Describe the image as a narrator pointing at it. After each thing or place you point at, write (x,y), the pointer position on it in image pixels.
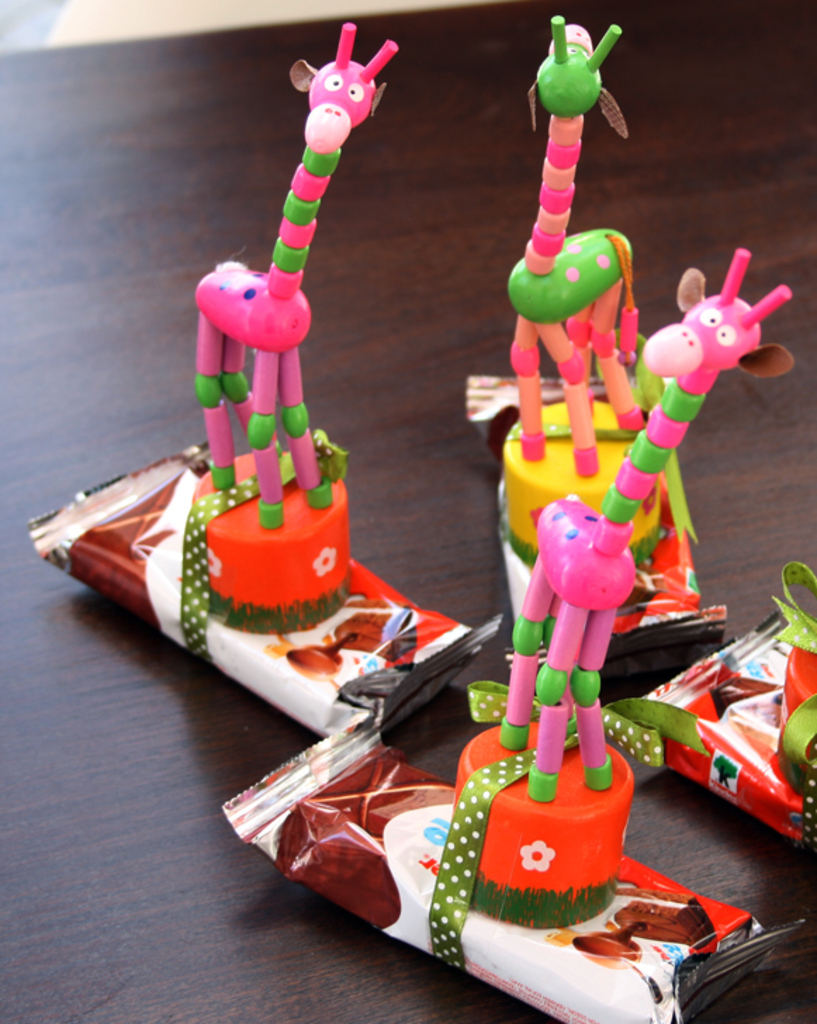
In this image we can see few chocolates (348,659) and toys (522,839) on the table (476,553).
